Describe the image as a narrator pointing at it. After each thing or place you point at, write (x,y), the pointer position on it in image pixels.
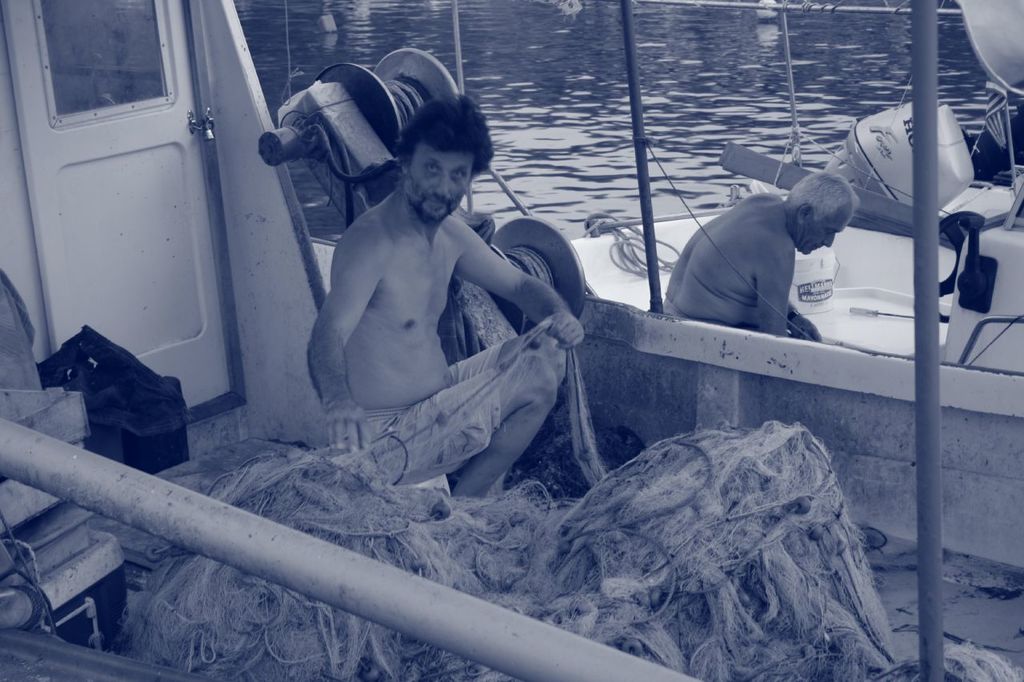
In this image there are boats (1006,439) on the water (616,149), there are two persons (842,181), a person (488,255) sitting on the boat (609,664), another person (739,232) sitting in a boat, there is a fishing net (404,515) and some other items (215,523) in a boat (1010,475).
